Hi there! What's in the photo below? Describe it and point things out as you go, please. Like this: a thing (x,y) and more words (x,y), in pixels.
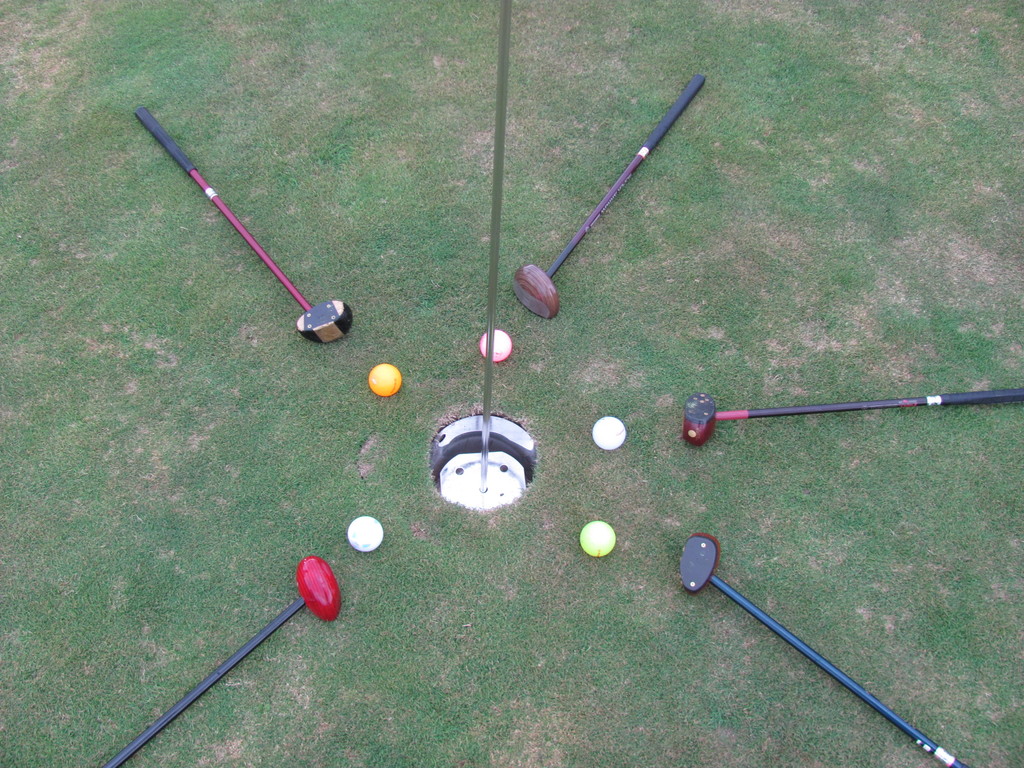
In this image there are bats (330,308) and balls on the grass (541,513), in between them there is a iron pole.
